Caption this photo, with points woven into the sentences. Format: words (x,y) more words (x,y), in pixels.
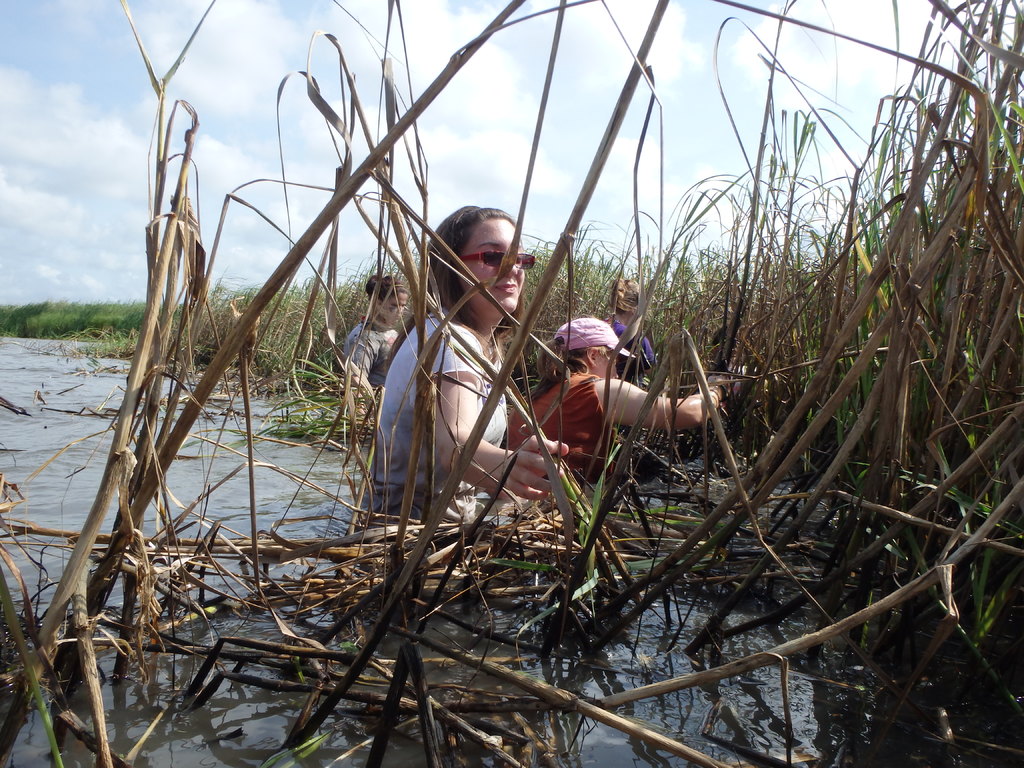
In this image we can see persons (590,454) are partially in the water (278,719) and in the background (737,337) we can see grass (534,273), plants (14,706) and clouds (418,94) in the sky (51,33).
